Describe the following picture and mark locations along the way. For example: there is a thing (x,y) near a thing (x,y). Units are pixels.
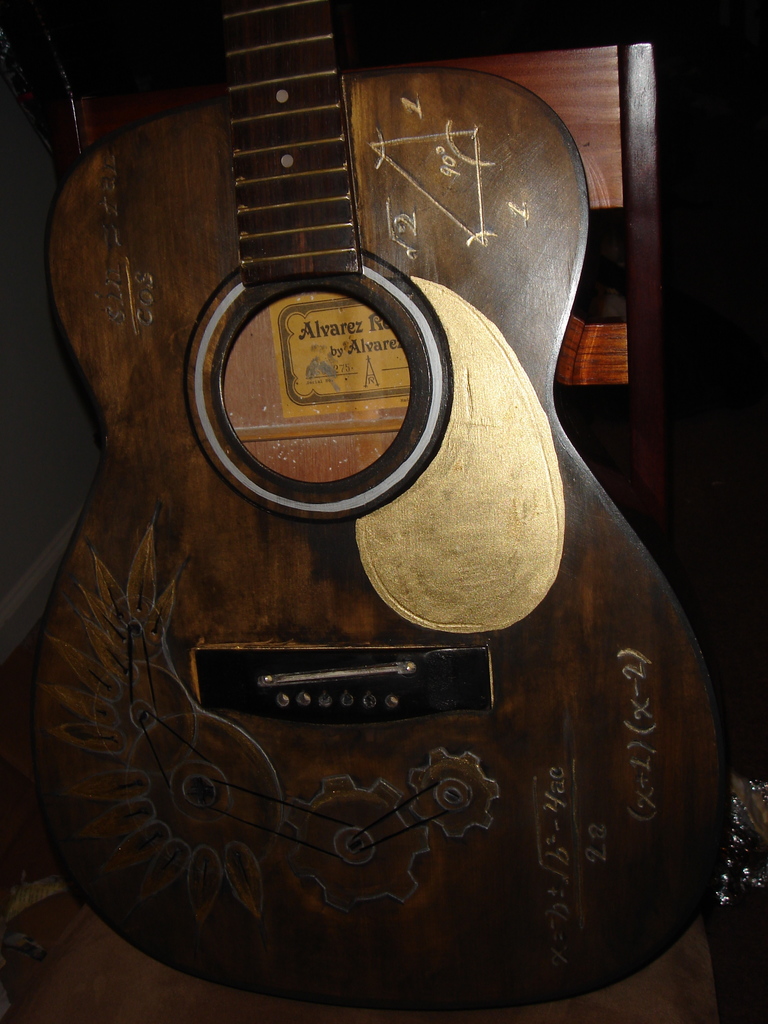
This is the picture of a guitar (391,576) is made of a wood (265,780) on the guitar (370,837) it is written some formulas (578,893) and sticker (286,390). Behind the guitar (437,435) there is a wooden chair (605,149).
